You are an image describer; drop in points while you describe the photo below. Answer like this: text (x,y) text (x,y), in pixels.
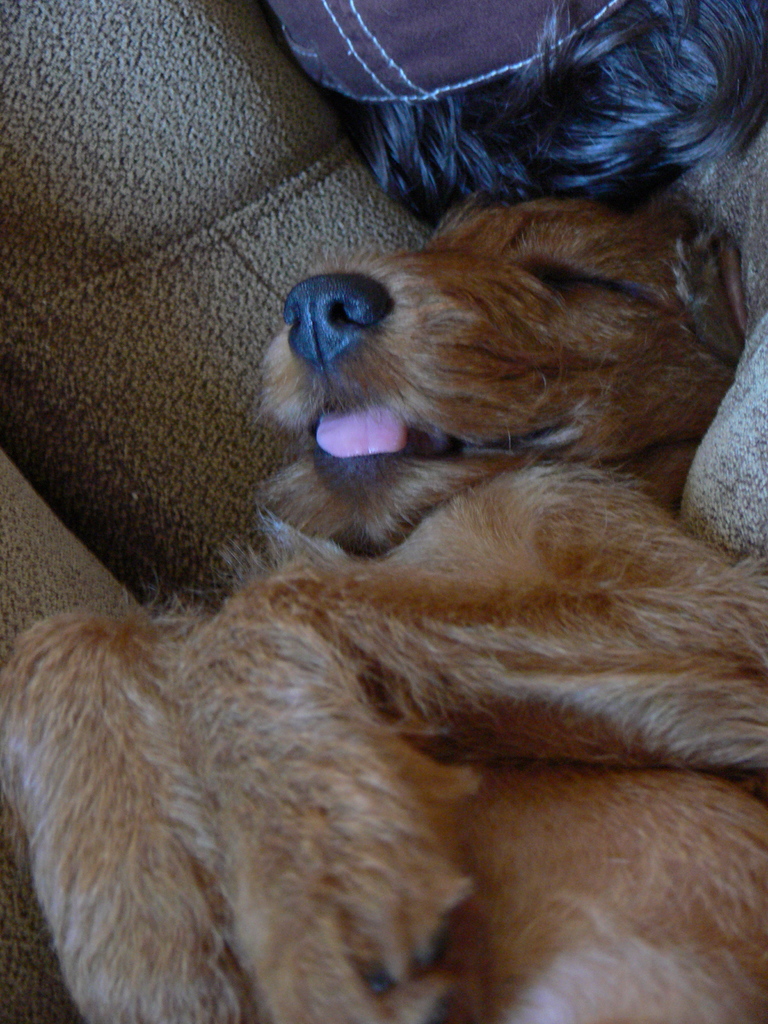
In the picture we can see a dog (252,740) sleeping on the sofa (100,426) and the dog (234,694) is brown in color.
